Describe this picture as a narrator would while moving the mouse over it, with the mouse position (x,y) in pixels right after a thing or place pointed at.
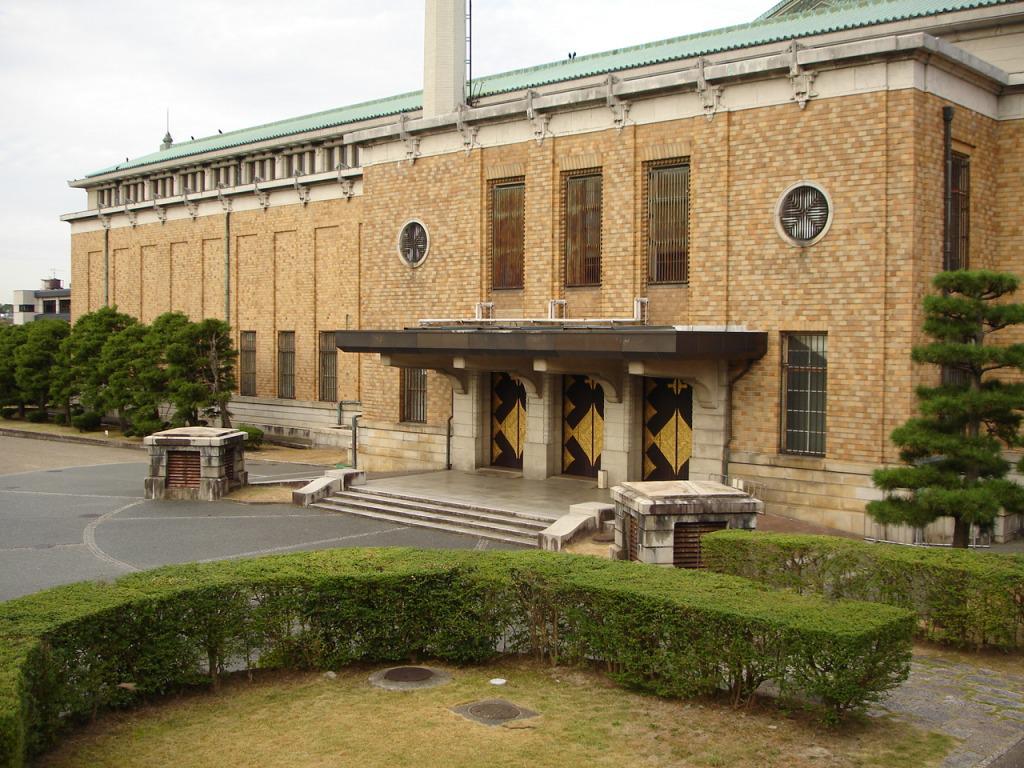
This image consists of a building (462,368) along with doors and window (796,445). At the top (164,45), there is sky (167,62). On the left (191,341) and right, there are trees (986,444). At the bottom (419,743), there is green grass (254,703). In the middle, we can see a road (56,488).
